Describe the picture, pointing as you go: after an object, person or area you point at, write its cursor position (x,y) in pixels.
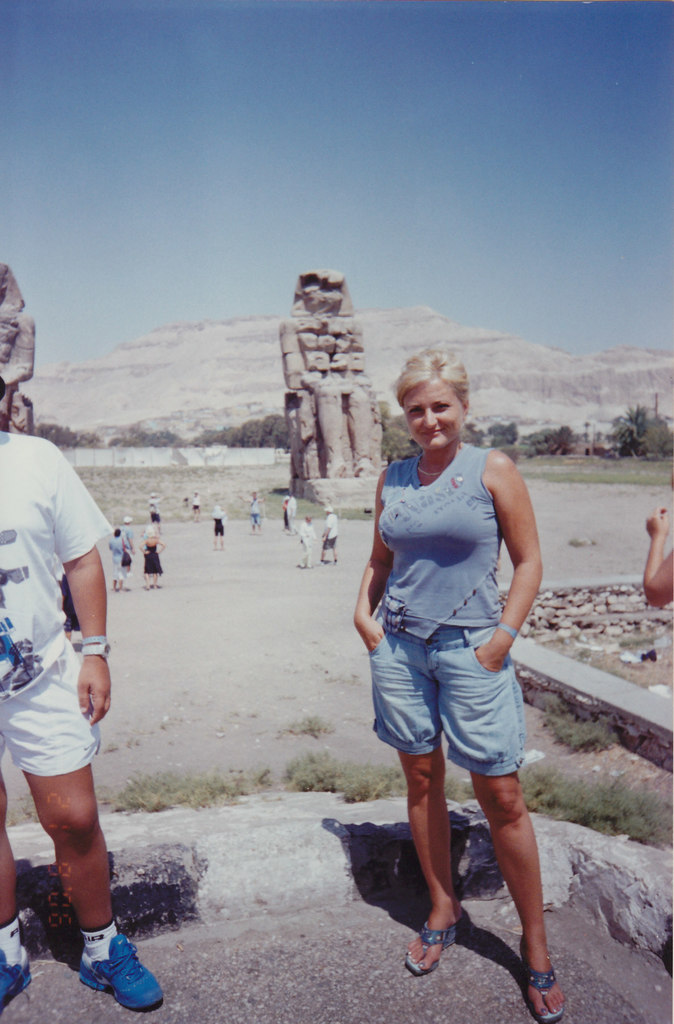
In this image we can see a woman (425,462) is standing on the ground (547,505), at beside here a man (3,521) is standing, here is the grass (309,731), here are the group of people (253,530) standing, at above here is the sky (505,276).
